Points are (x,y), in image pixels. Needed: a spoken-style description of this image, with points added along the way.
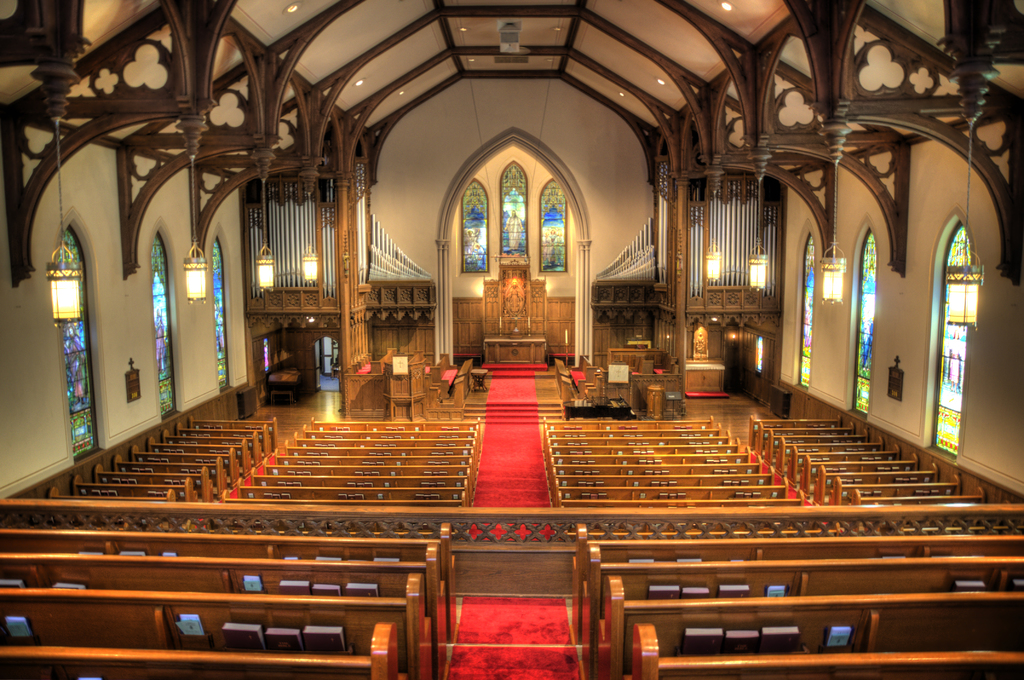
This image is clicked inside a church (561,78) with many benches (968,615) in the front (765,601) and in the back (515,250) there is a image of christ (524,234) on the wall (606,237), on either side there are lamps (76,280) hanging to the ceiling (728,102).
